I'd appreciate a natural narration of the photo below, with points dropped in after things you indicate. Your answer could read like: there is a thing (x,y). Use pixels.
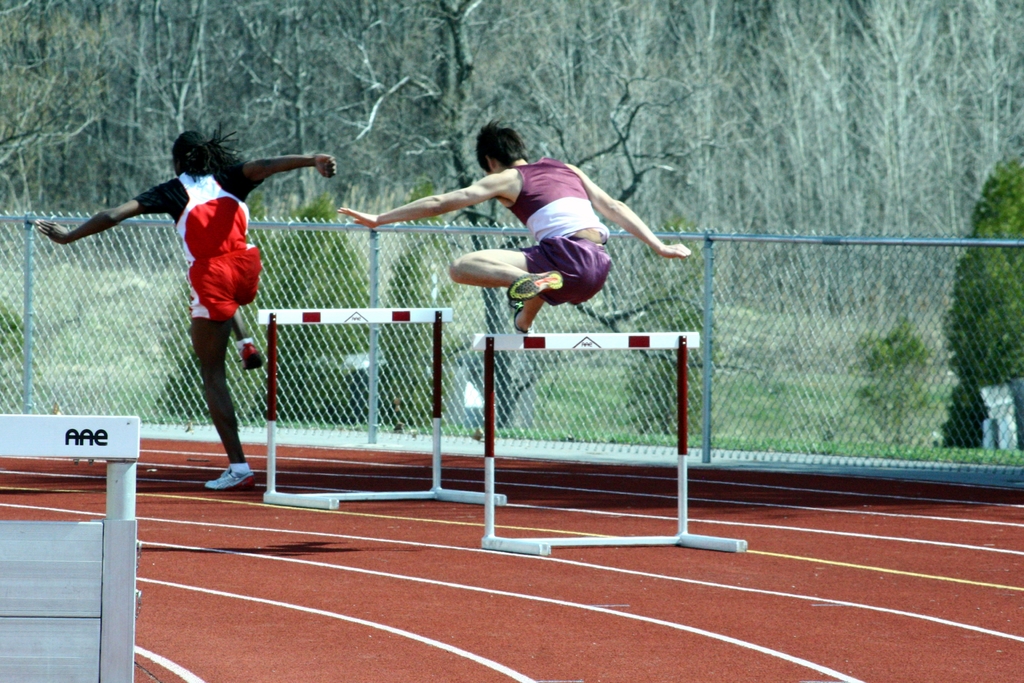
In the center of the image (586,290) there are two people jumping over the hurdles (679,352). Beside them there is a metal fence (466,302). In the background of the image (597,109) there are trees (891,134). At the bottom of the image (668,564) there is a running track (606,568).
